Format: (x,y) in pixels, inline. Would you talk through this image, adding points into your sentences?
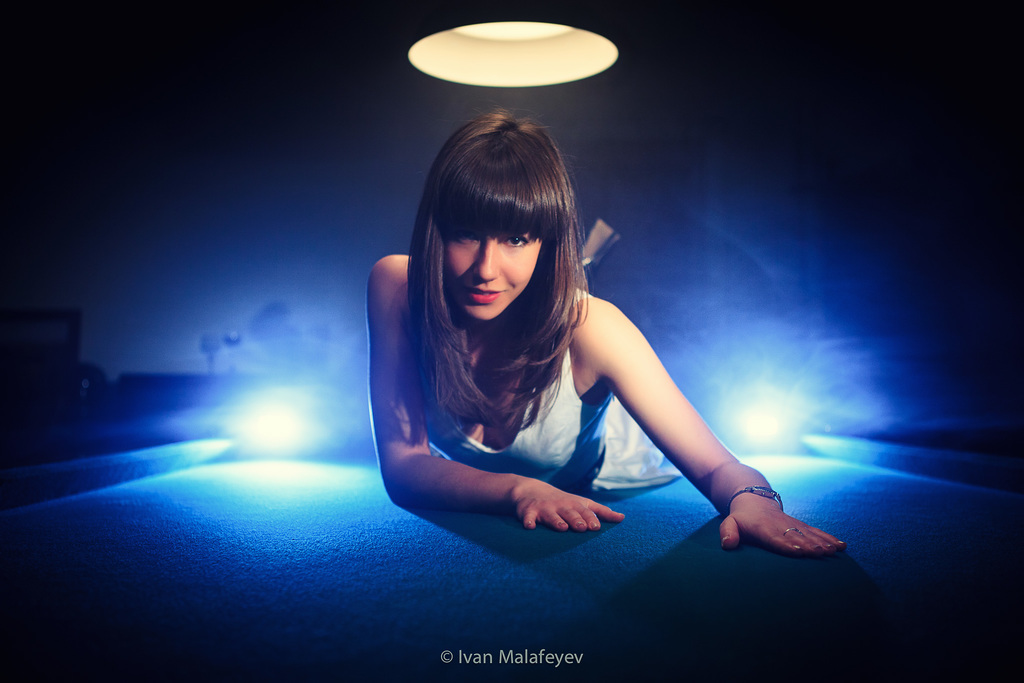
In this image we can see one light (503,50) at the top of the image (493,61), some text (557,667) on the bottom of the image (451,661), one woman (494,206) with a smiling face (488,286) lying on the floor (552,579) in the middle of the image (389,427), two lights (740,427) on the floor (461,556), few objects (215,374) in the background (50,381) and the image is dark.
